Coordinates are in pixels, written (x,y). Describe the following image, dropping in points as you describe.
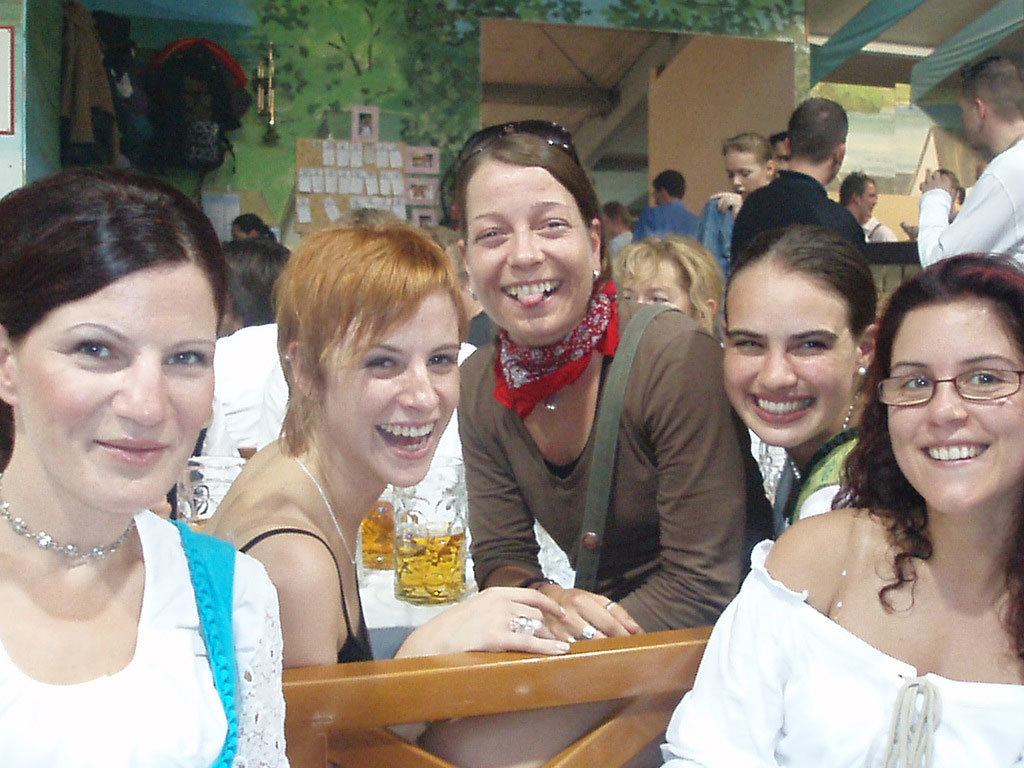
In the center of the image (530,492) some persons (484,557) are sitting. In the middle of the image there is a table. On the table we can see glasses (449,516) which contains beer (422,546). On the right side of the image (999,172) some persons (837,182) are standing. In the background of the image (369,164) we can see wall (369,89), boards (315,175), bag (181,85), clothes (119,46), photo frame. At the top right corner (848,19) there is a roof (882,58).
